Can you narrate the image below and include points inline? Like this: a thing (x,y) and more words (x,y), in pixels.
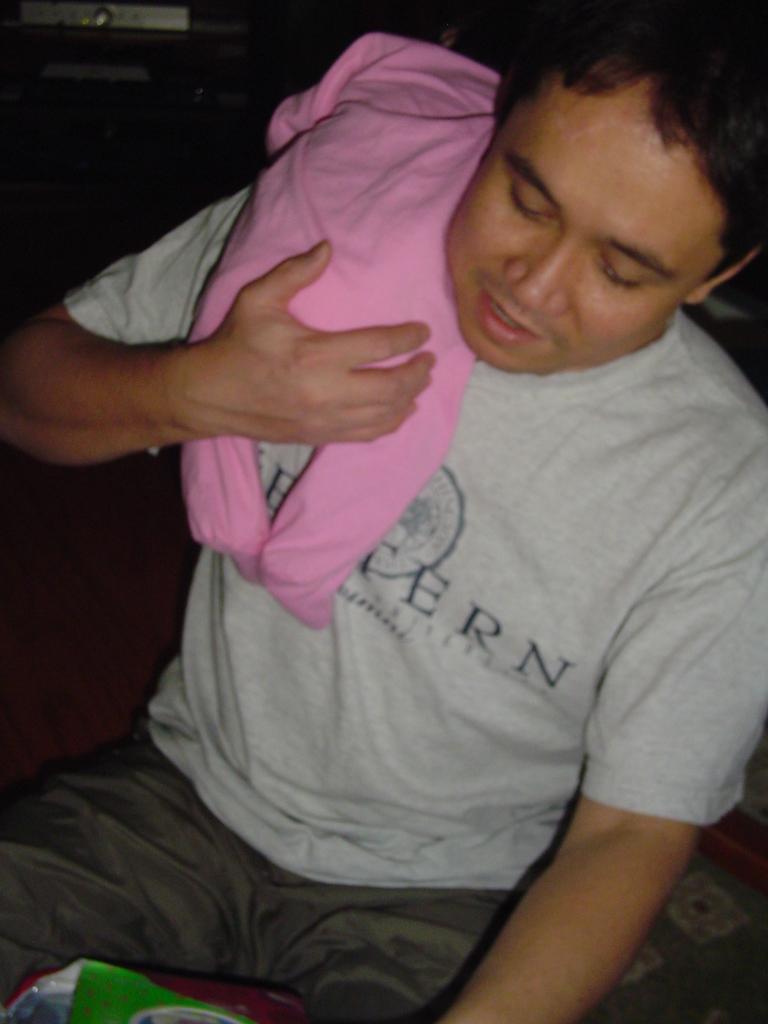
In the center of the image (476,681), we can see a person (522,853) holding a pink cloth (266,208) and in the background (159,497), there are some objects (41,176).
